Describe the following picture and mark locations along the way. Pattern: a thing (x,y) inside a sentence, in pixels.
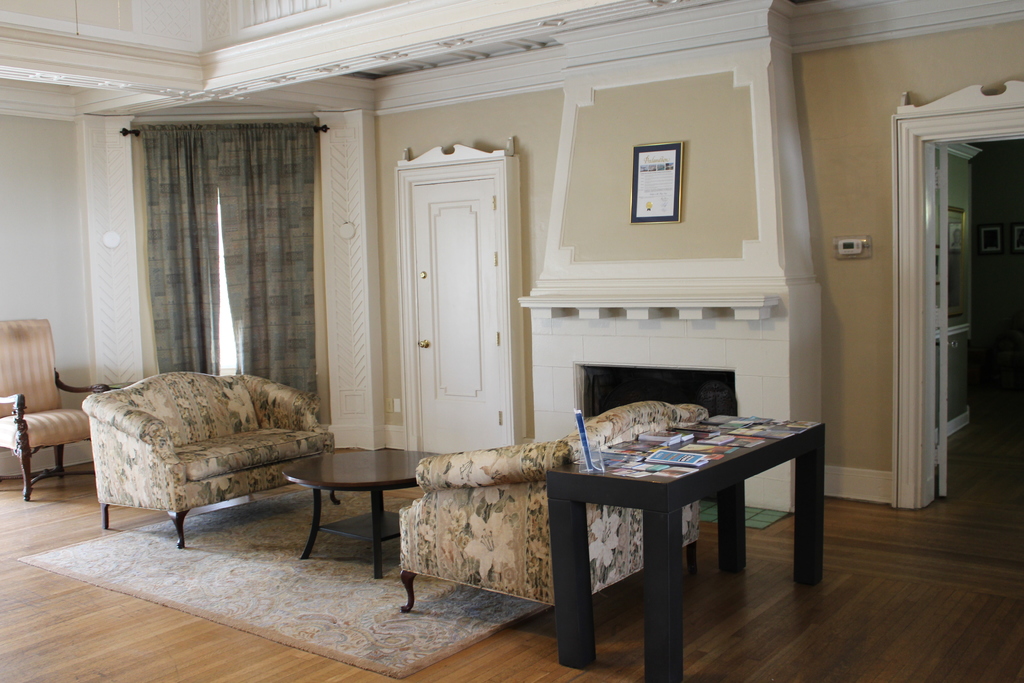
This picture describes about interior of the room (248,394) and we can see some sofa (266,456) table (655,545), chair (25,345), curtains (203,337) and ceiling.
